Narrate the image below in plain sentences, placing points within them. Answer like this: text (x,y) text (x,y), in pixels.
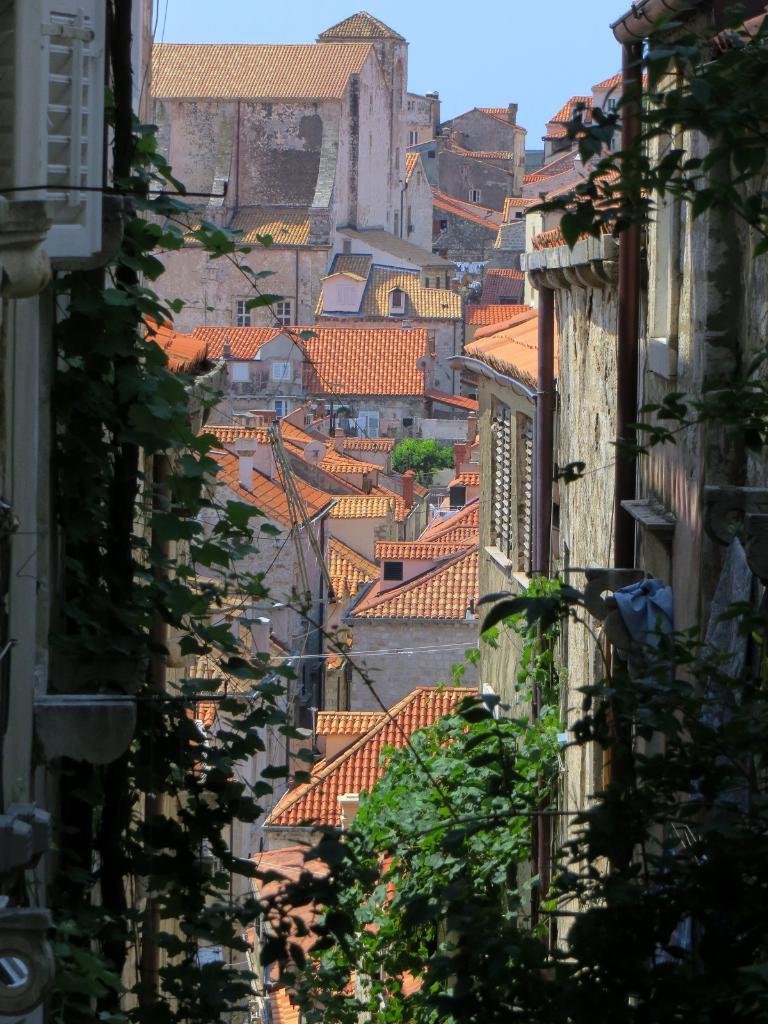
This picture is clicked outside. In the foreground (235,864) we can see the trees (694,191) and the buildings (718,267). In the center (437,486) we can see the buildings (322,472) with a red roof top (324,357). In the background (450,31) there is a sky (523,36).
